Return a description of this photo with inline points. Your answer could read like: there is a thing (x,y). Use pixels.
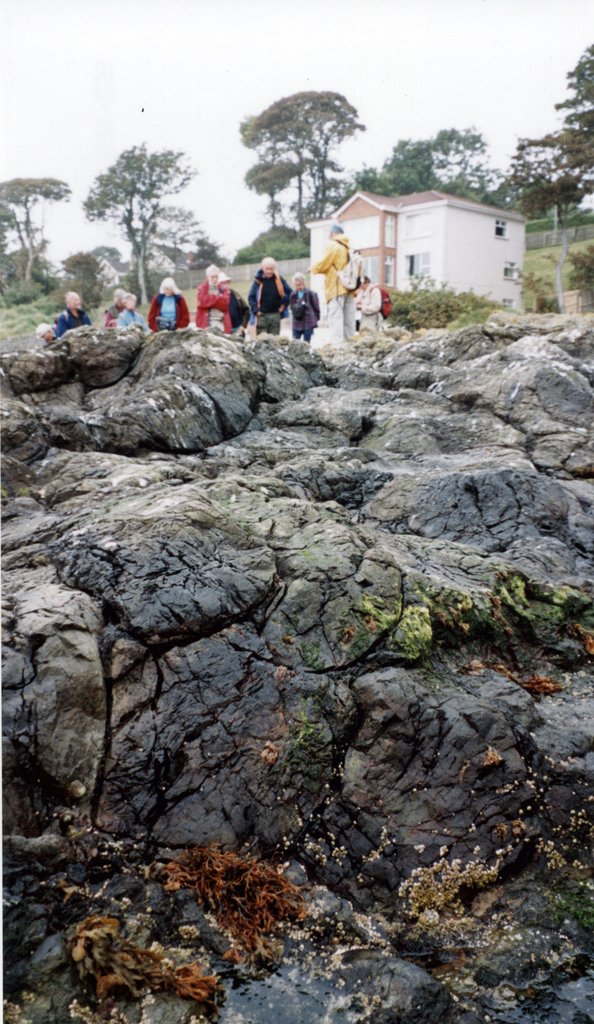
Here we can see rock (404,454). Background (480,257) there is a building (400,253), people (48,324), plants (442,312), fence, sky (237,238) and trees (480,178). To this building (417,233) there are windows (413,260).
